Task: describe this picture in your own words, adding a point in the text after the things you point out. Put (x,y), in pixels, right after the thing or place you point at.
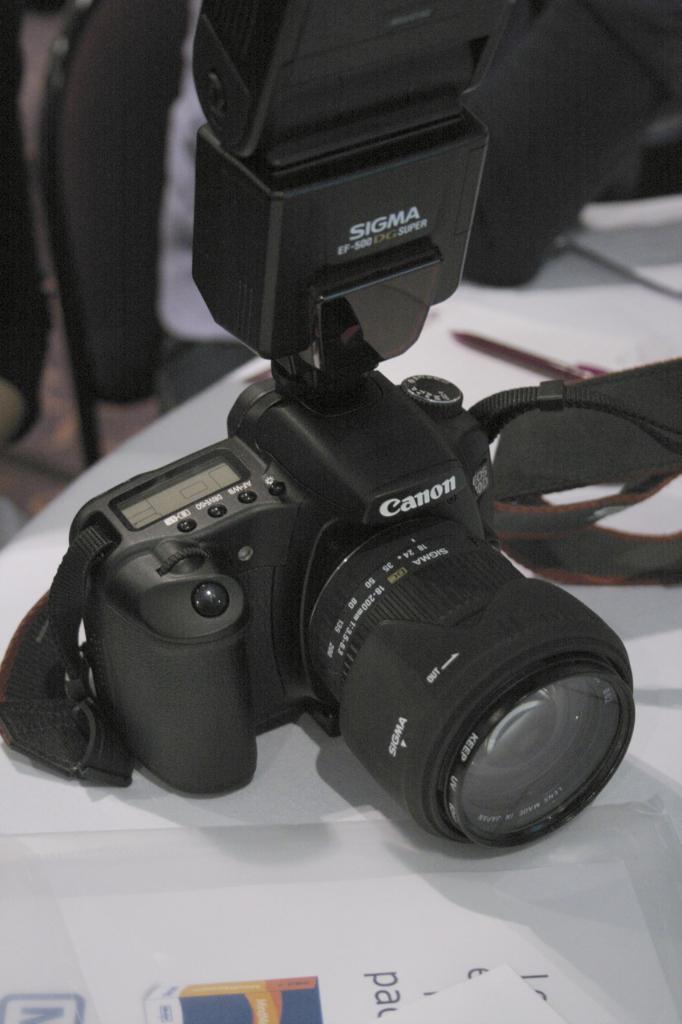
Here I can see a camera (305,582) which is placed on the table (149,802) and also there is a white color paper (283,946). The background (110,67) is blurred.
